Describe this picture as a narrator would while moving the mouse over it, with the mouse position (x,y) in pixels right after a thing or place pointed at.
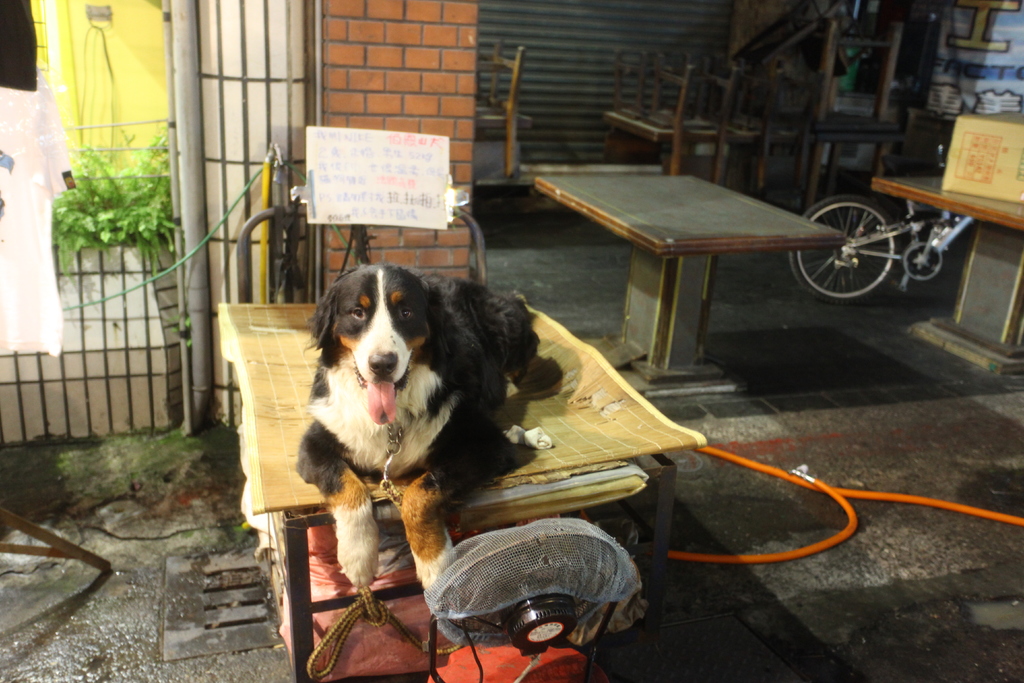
This image is the clicked outside. There are tables (662,343), there is a bicycle (918,260) on the right side (695,272). On the table (648,420) which is in the middle (372,378) there is a dog (442,341), on the left side (81,192) there is a plant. There is pipe (800,479) in the bottom (749,470). There are chairs (723,136) on the top (672,153).
